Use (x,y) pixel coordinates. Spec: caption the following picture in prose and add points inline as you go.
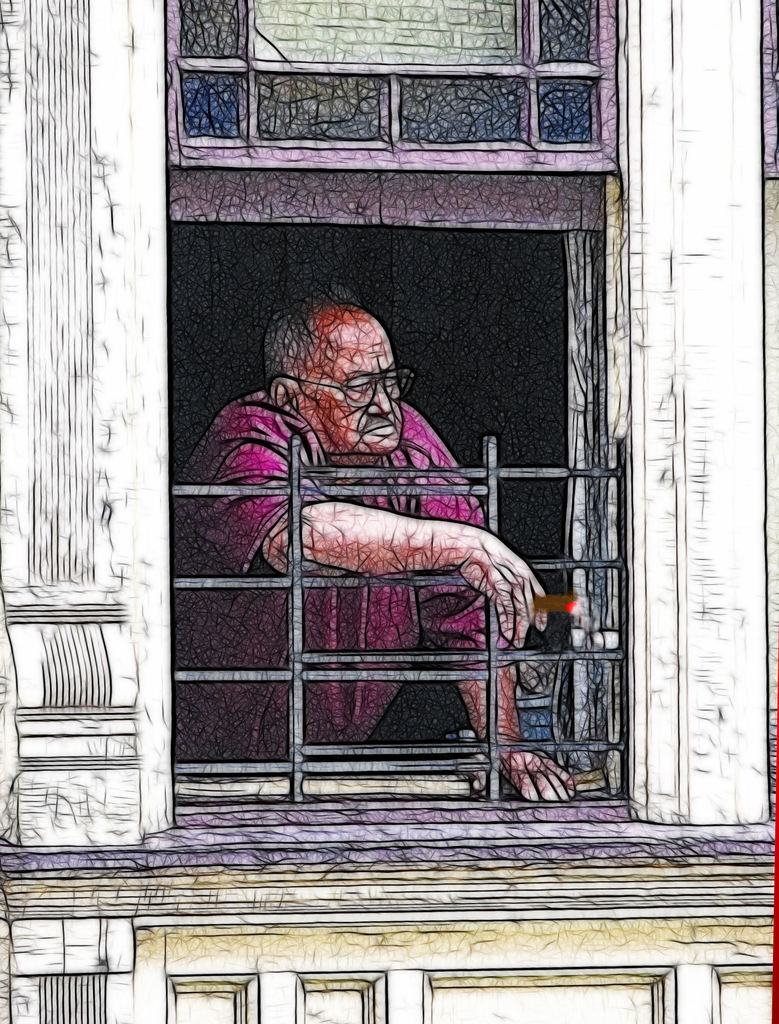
In this picture I can see it is an edited image. A man (380,527) is looking from the window (493,664), he wore t-shirt (267,503), spectacles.
